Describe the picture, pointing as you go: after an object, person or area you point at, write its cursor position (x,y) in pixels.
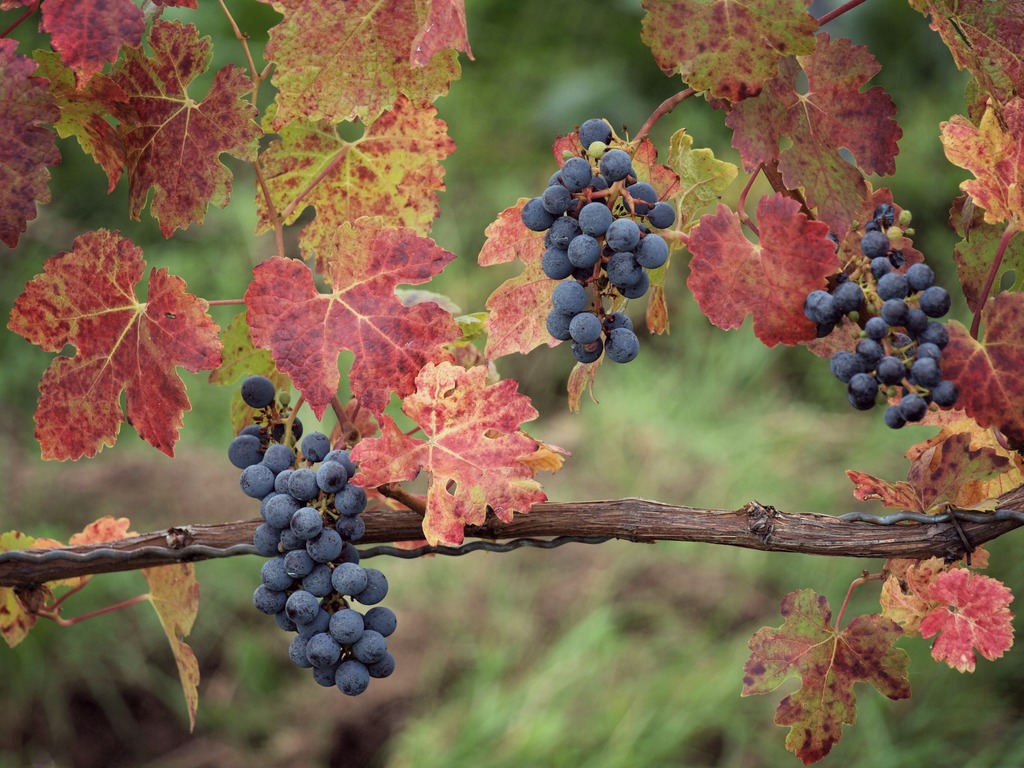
In the picture I can see berries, leaves (472,390) and plants (611,527). The background of the image (621,621) is blurred.
